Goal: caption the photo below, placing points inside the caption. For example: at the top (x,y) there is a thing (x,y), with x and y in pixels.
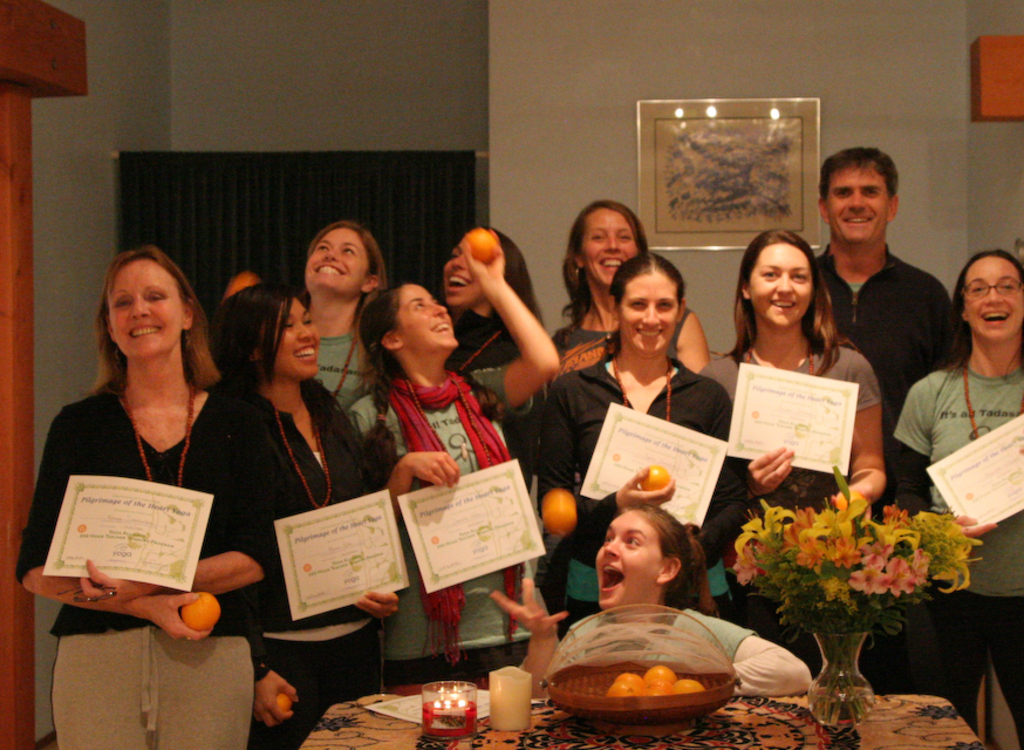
In this image we can see a group of people (567,437) and they are holding some objects (358,499) in their hands (457,477). There is a photo (776,158) on the wall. We can see the light reflections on the photo (724,137). There are many objects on the table (910,709). There is a curtain (343,199) at the left side of the image (312,204).
